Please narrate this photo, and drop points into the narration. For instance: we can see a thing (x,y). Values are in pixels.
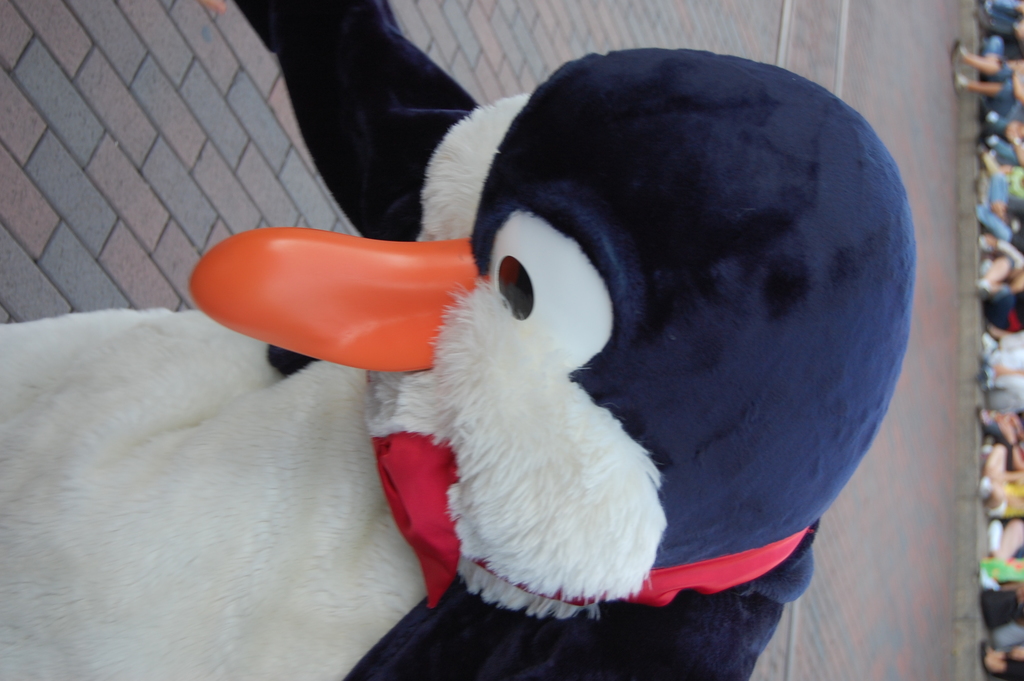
In this image in the front (449,404) there is a person (446,447) wearing a costume of penguin (377,407) and the background (995,126) is blurry.
